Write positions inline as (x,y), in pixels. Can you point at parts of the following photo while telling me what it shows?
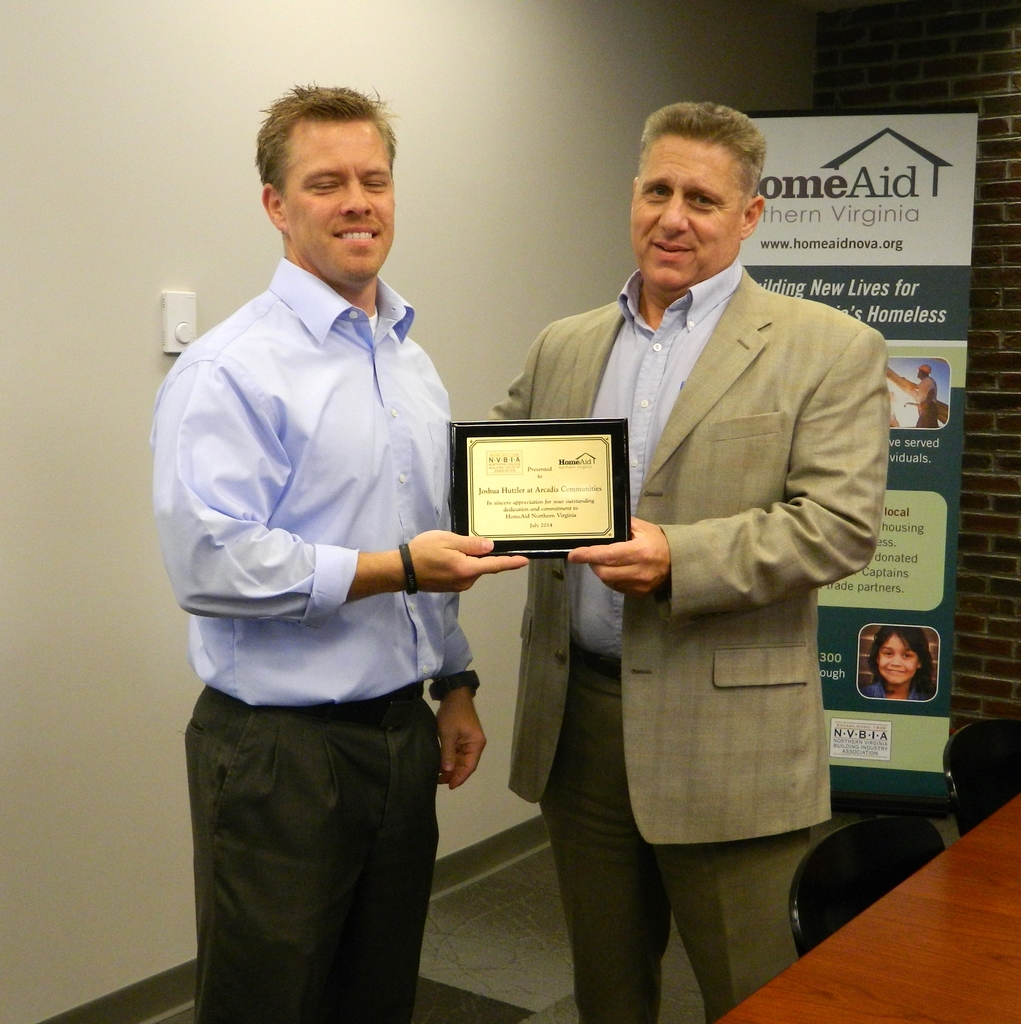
In this image the man (641,223) is giving certificate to this person (352,480). They both are wearing blue shirt (623,372). Beside them there are chairs (896,874) and table (956,923). In the background (907,479) there is banner (783,132), wall (727,90).
